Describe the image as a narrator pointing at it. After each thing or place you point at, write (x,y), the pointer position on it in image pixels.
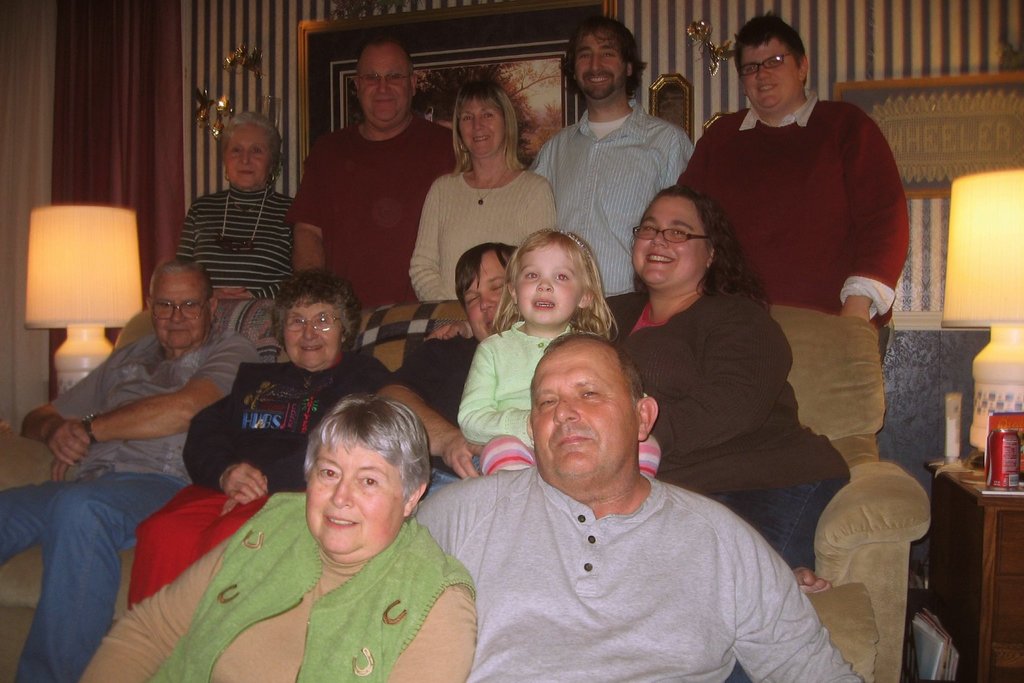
In this image there are a group of people (432,388) some of them are sitting on couch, and some of them are standing. And in the background (325,98) there are some photo frames (683,99) and some shields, on the right side (981,242) and left side (124,293) there are two lamps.
